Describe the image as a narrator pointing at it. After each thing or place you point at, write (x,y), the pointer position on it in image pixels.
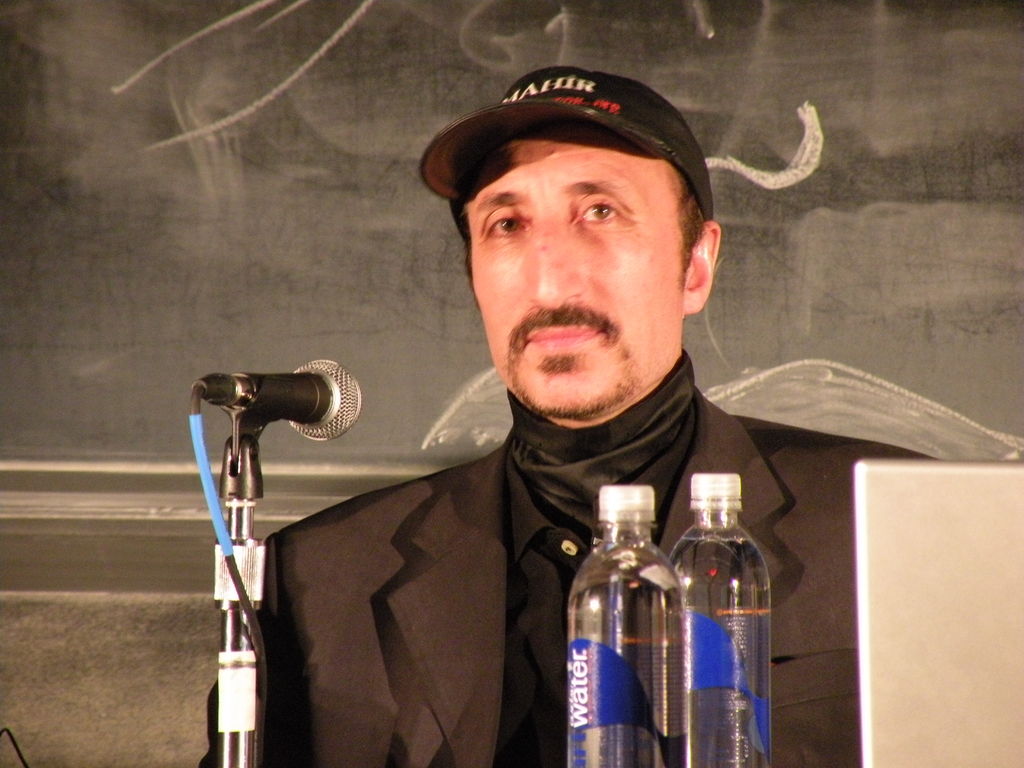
In this picture we can see a man (360,758). He is in black color suit (460,587). He wear a cap (658,112) and this is the mike (341,412). And there are two bottles (600,589).
